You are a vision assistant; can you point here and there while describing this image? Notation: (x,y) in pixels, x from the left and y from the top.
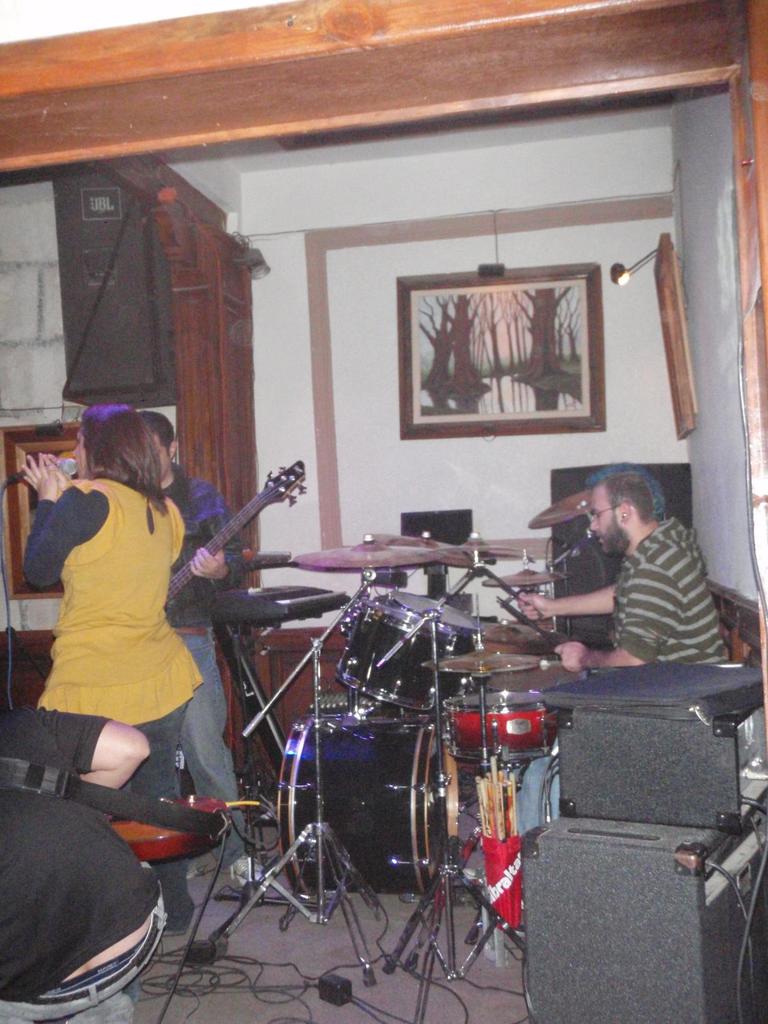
In the image we can see four persons (112,586), three persons (181,538) were standing and one person (585,598) sitting. And we can see two persons (118,865) were holding guitar (214,548). The woman (103,549) she is holding microphone (67,460). And between them we can see some musical instruments (513,742). In front (631,952) bottom we can see speaker (644,898), coming to background wall (676,445) and photo frame (578,348).
